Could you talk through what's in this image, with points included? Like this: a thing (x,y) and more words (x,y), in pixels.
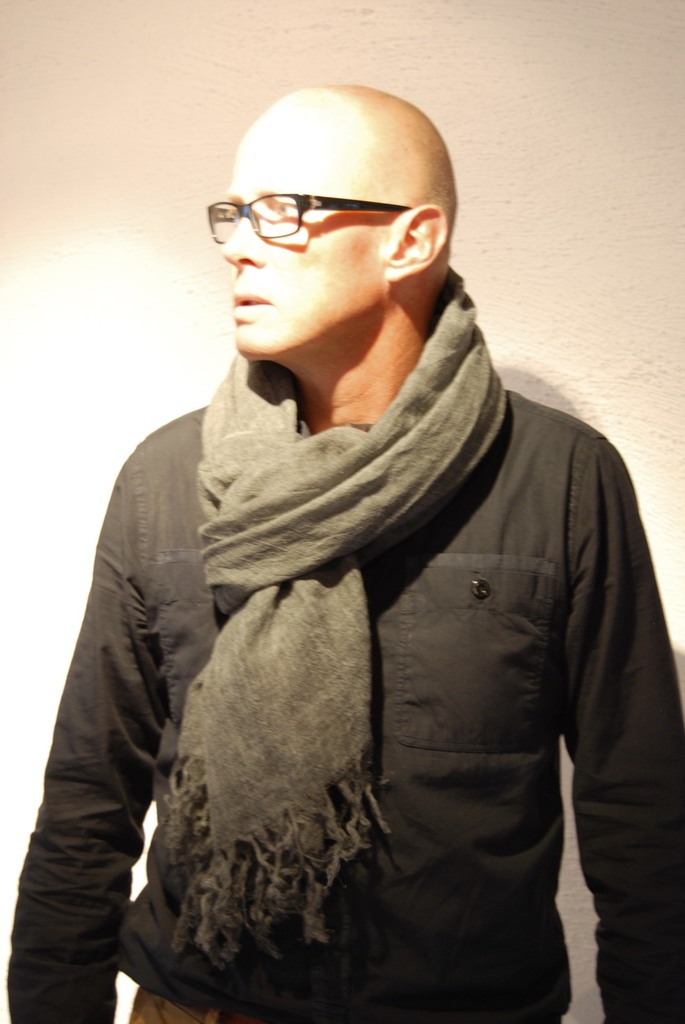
In the center of the image (396,353) we can see a person (299,718) standing and wearing spectacles (265,219). In the background (215,268) there is wall (213,79).
